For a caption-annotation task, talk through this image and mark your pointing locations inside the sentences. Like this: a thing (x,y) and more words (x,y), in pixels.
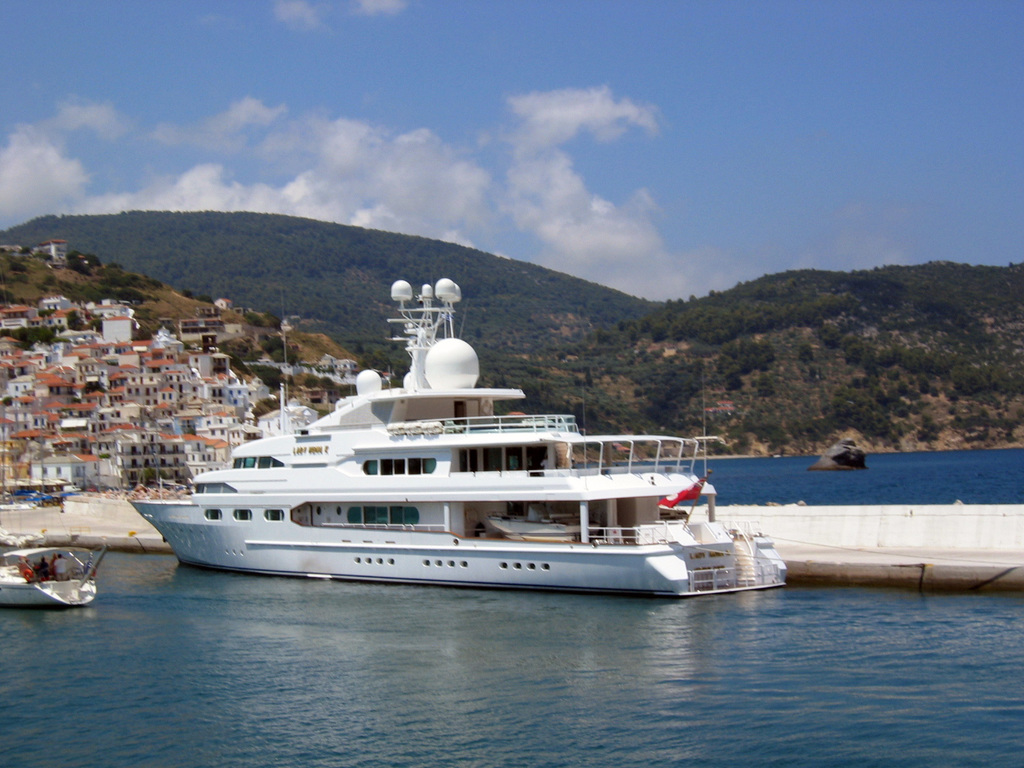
In this picture I can see the boats (451,527) on the water (567,643). In the background (547,289) I can see the trees (540,285), mountains (346,352) and buildings (34,399). At the top (620,127) I see the sky (429,38) and clouds (213,127). On the right (971,456) I can see the lake (857,608).
